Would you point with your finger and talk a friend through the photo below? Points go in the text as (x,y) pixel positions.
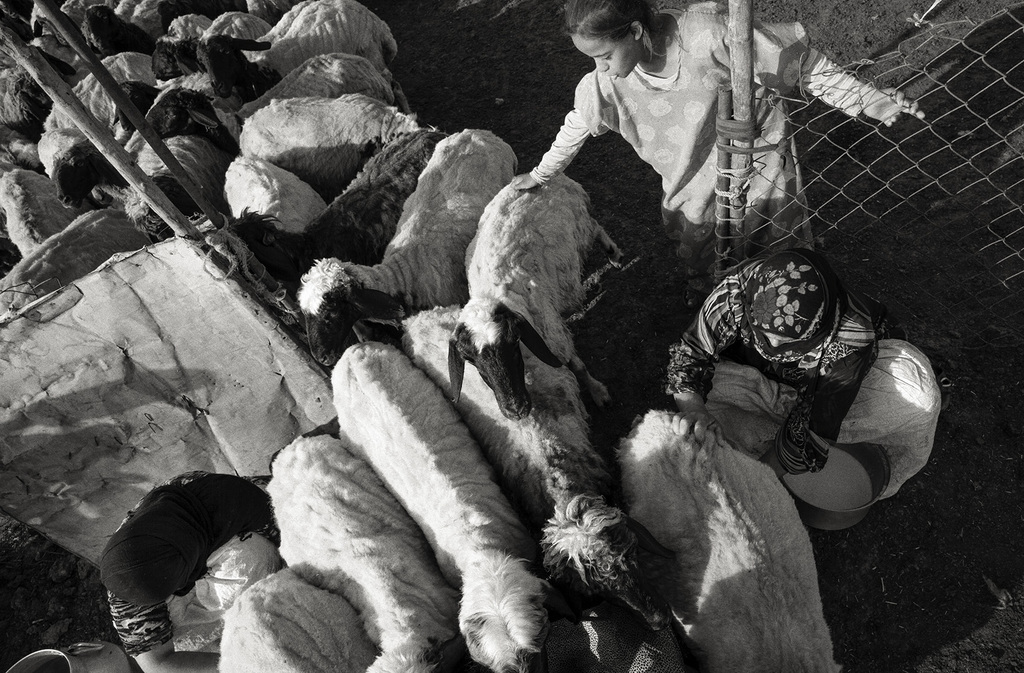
This is a black and white pic. We can see sheep (318,313), few persons (690,224), poles (227,219), fence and other objects (94,329).
